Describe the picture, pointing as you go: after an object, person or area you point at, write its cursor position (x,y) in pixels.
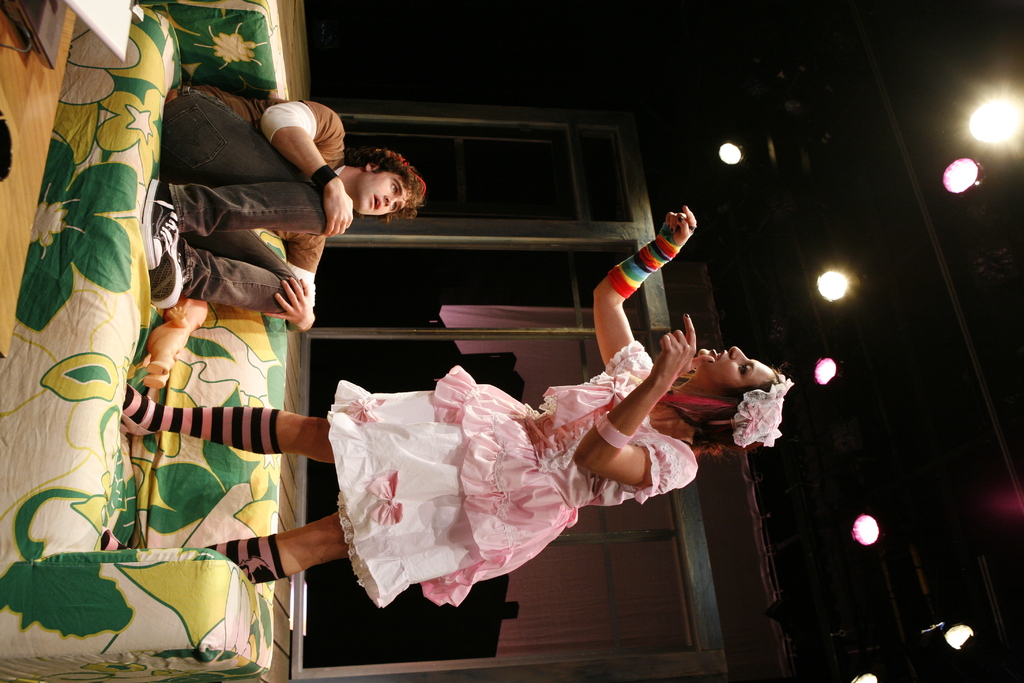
In the image we can see a woman (519,417) and a man (237,244) wearing clothes (243,245). The man (208,274) is sitting and the woman (504,427) is standing. Here we can see the couch (87,372), wooden surface (23,147), laptop (34,39) and lights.
